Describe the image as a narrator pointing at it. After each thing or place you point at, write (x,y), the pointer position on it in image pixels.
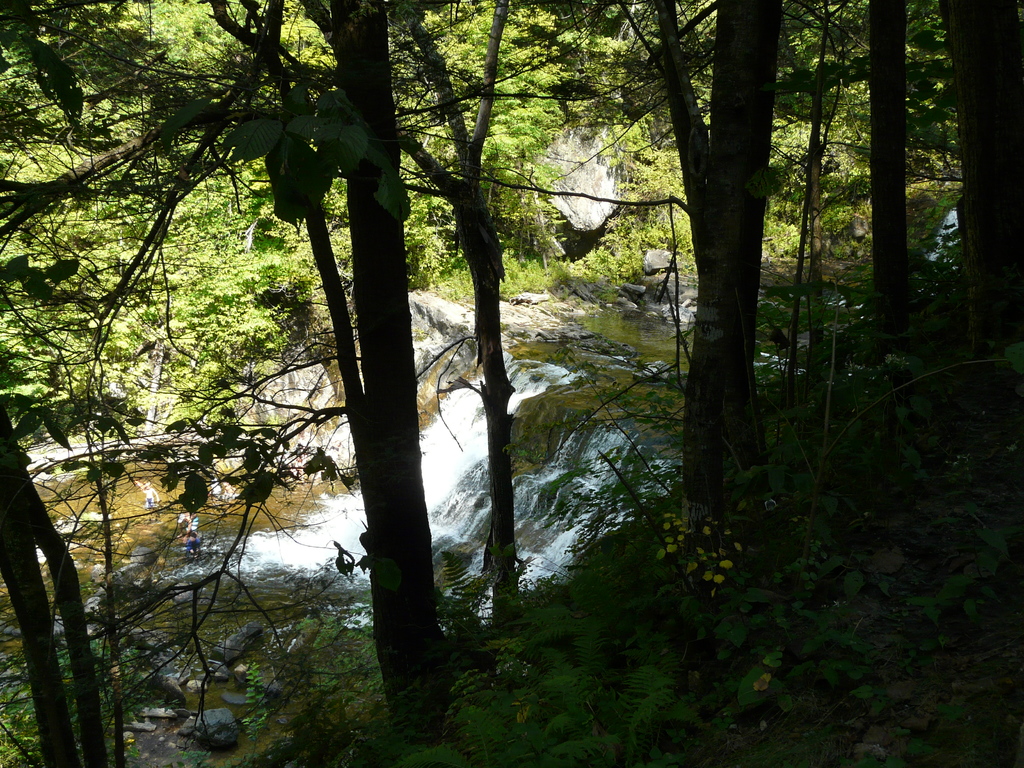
At the bottom of the image (751,608) there are small plants (672,593) with leaves (518,709). And also there are trees (747,54). Behind them there is waterfall (539,489) and also there are rocks (572,161). In the background (511,148) there are trees (558,220).
